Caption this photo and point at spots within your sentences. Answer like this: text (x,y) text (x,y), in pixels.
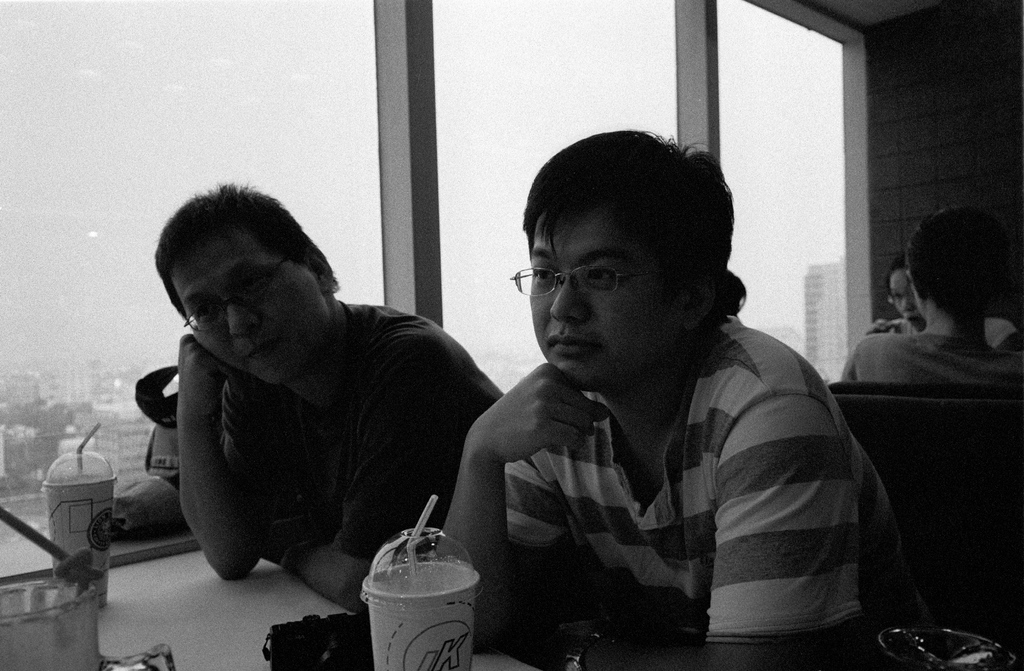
There are two persons (410,429) sitting in front of a table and there is a glass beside them and there are two persons (936,322) behind them.
